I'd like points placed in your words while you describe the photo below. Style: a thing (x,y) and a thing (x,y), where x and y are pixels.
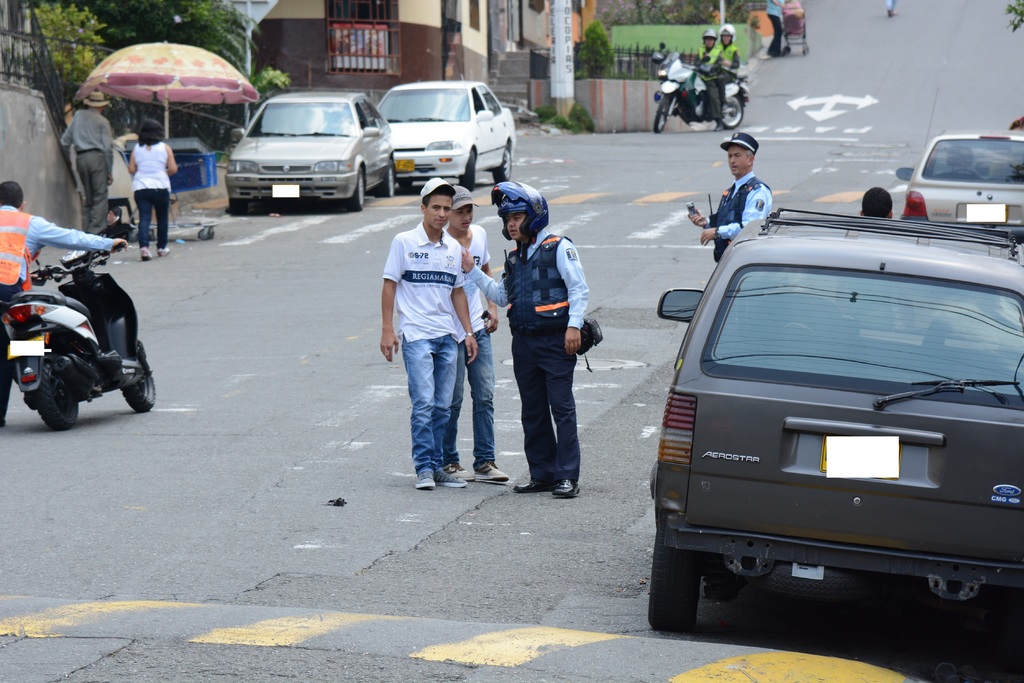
The image is in the city (506,362). In the image there are group of people (519,236) standing and walking on left side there is one person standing near bike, on right side (994,178) we can see few cars (994,158) and on left side (335,111) we can see some cars (357,119). In background (422,58) there is a building (426,46), tree (670,9) at bottom (621,487) there is a road (637,424) which is in black color.
